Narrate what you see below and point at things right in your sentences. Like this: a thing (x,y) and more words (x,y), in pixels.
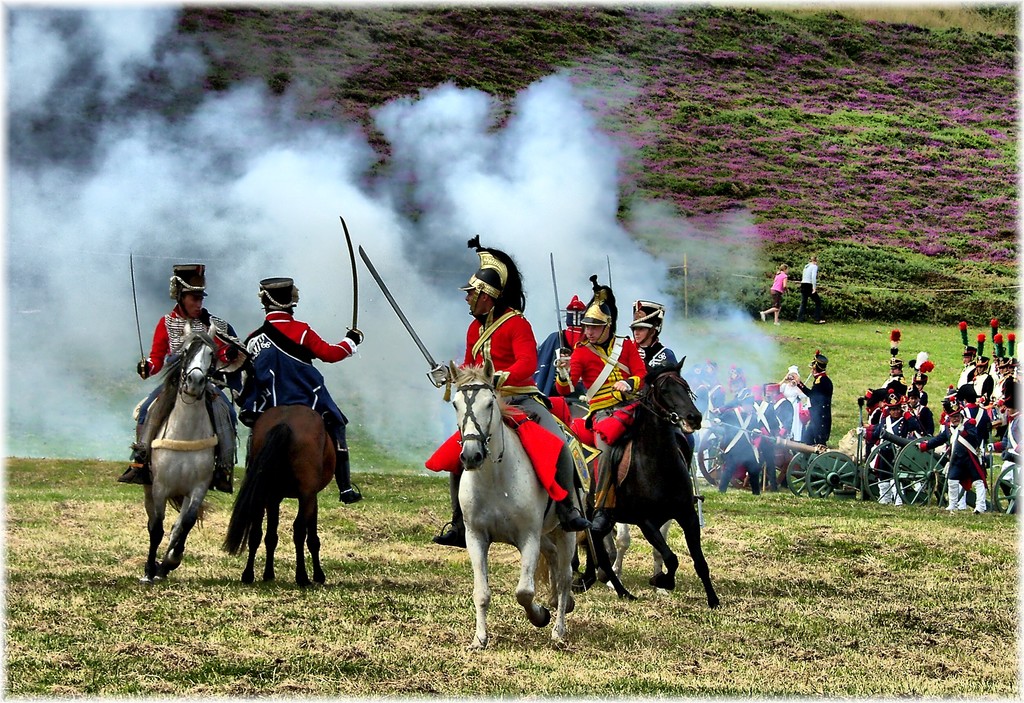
In the picture I can see people (815,431), among them some are sitting on horses (639,484) and holding swords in hands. In the background (887,507) I can see cannons (844,471), grass (859,531), smoke (460,246) and some other things (832,219).
